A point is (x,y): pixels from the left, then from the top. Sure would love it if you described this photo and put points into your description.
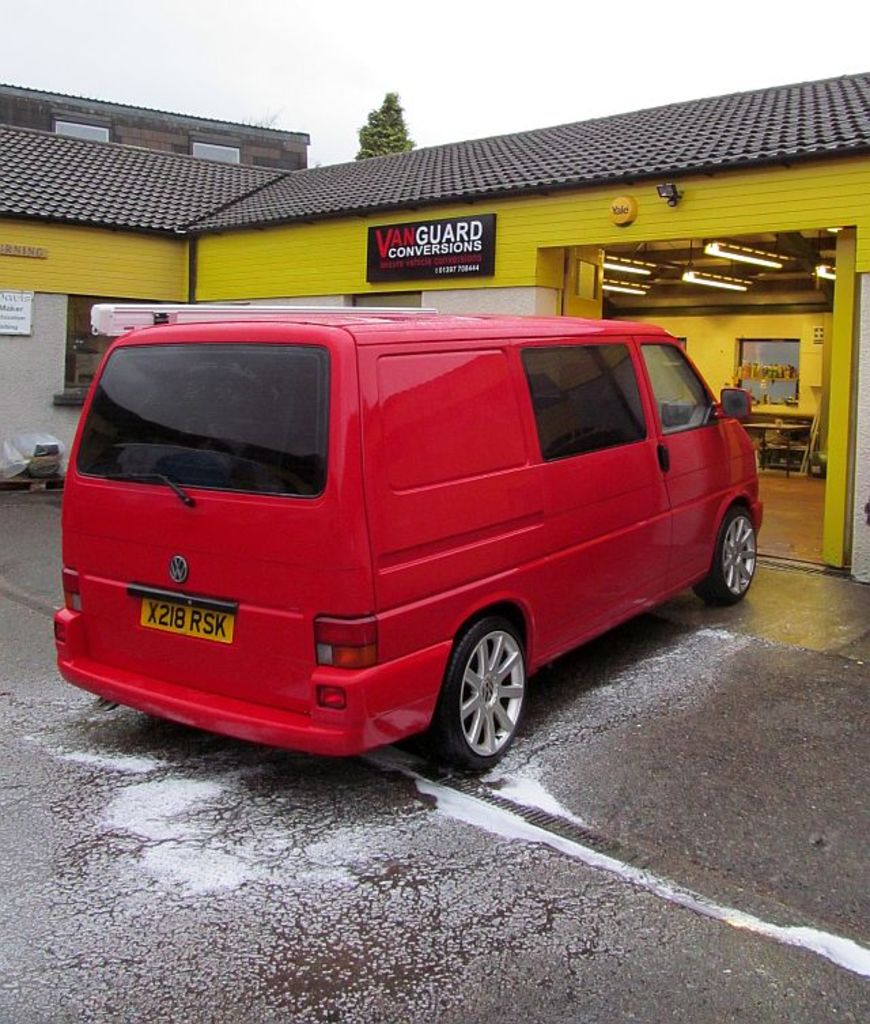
In this image, we can see a vehicle (382,313) in front of the shed (294,232). There are lights (700,275) on the right side of the image (642,267). There is a board (470,244) on the wall (334,269). There is a sky (463,59) at the top of the image (456,52).
